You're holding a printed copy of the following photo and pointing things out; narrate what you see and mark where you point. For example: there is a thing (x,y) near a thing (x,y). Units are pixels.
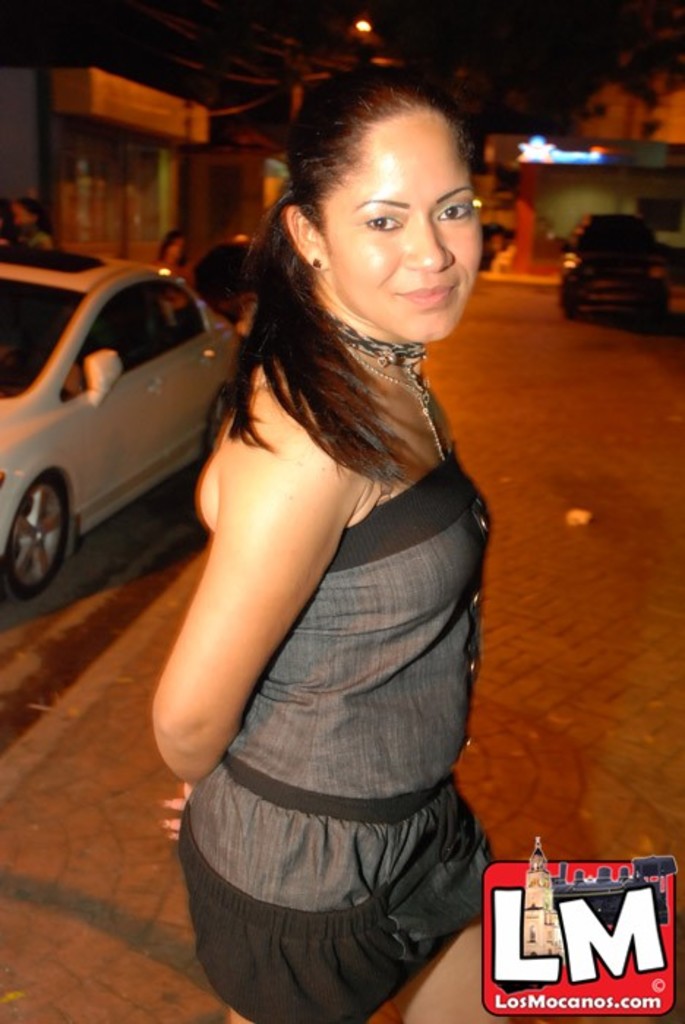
In this image, I can see a woman (381,920) standing and smiling. In the background (188,113), there are buildings (554,183), lights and vehicles (84,468) on the road (606,329). At the bottom right corner of the image (550,967), I can see a watermark (559,964).
